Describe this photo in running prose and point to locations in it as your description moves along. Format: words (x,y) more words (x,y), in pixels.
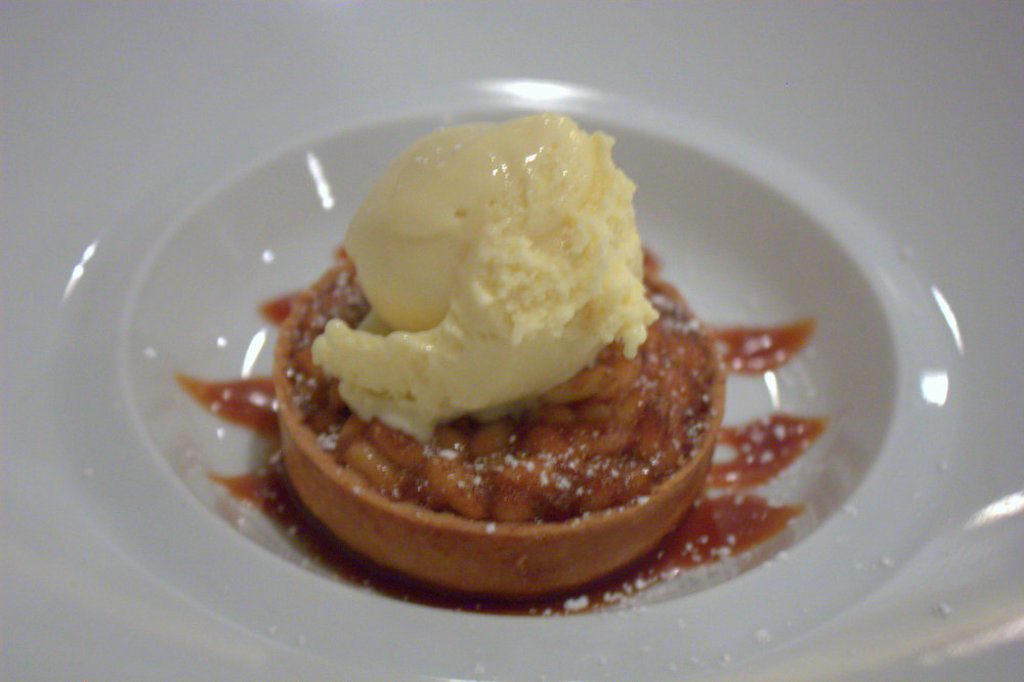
In this picture there is a sweet (681,392) with mango ice cream (484,407) places in the white color bowl (269,239).
